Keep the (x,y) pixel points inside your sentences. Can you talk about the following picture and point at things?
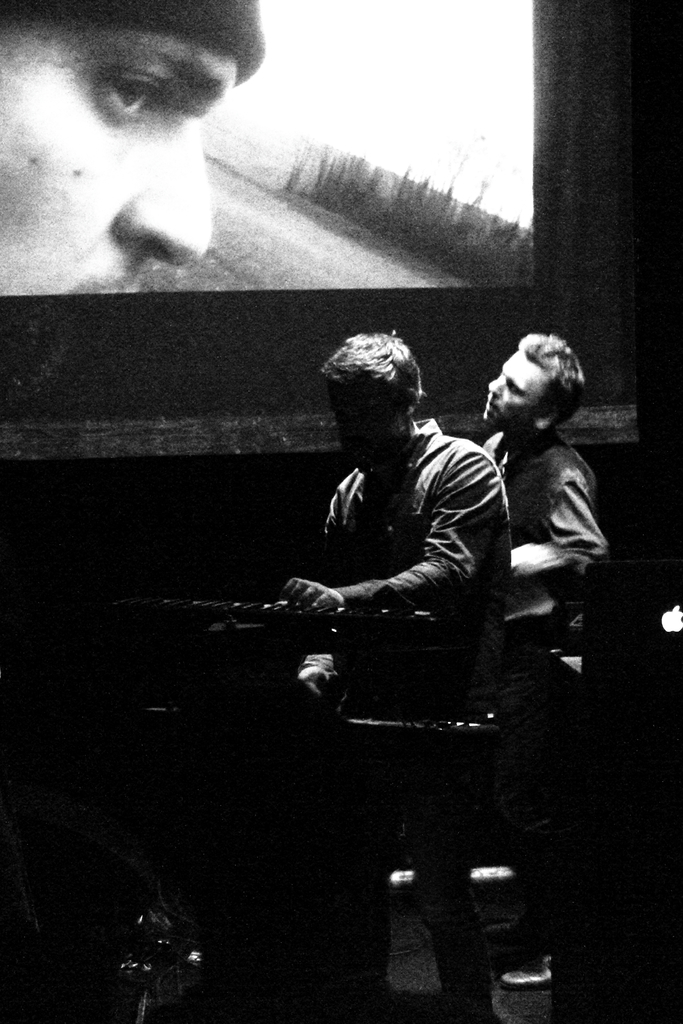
In this image I can see there are two persons (534,479) visible in front of the screen (36,254) and at the top (289,190) I can see the screen (374,159), on the screen (149,62) I can see person image (95,190) and in the middle (418,630) I can see an equipment (418,630).
